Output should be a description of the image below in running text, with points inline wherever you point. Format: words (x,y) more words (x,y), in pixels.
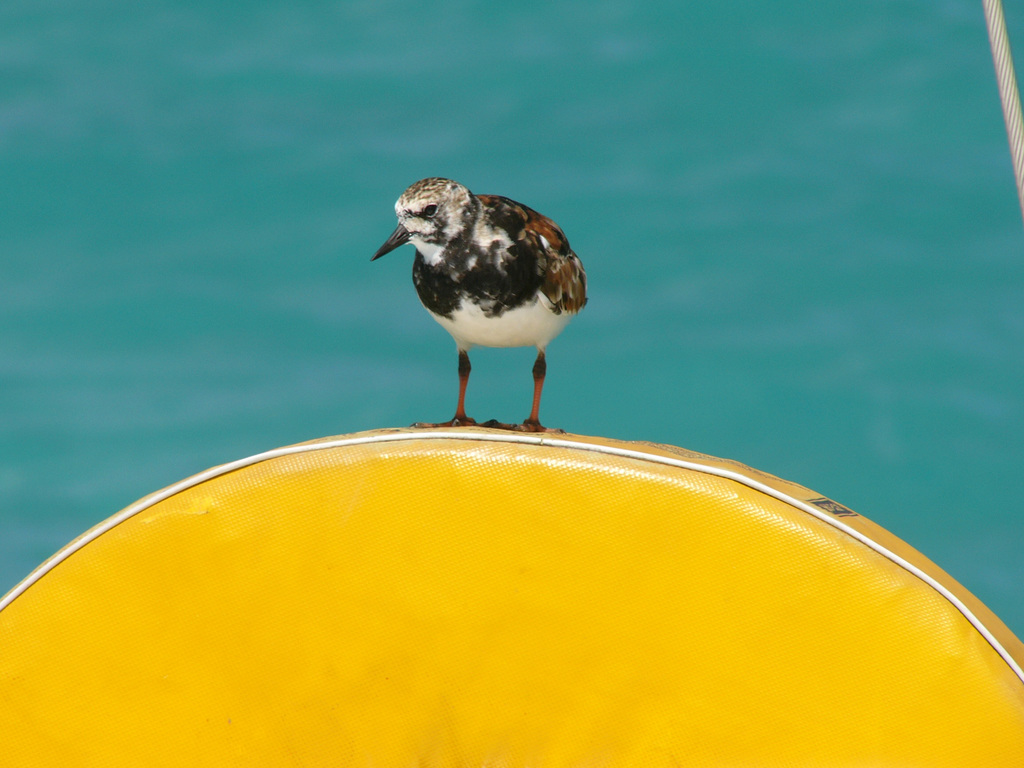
In the foreground of this image (743,710), it seems like a yellow chair (426,652) on the bottom (443,577) and a bird (502,273) on it. On the right top corner (1007,88), there is a rope (1007,58). In the background (328,121), it seems like water (199,190).
